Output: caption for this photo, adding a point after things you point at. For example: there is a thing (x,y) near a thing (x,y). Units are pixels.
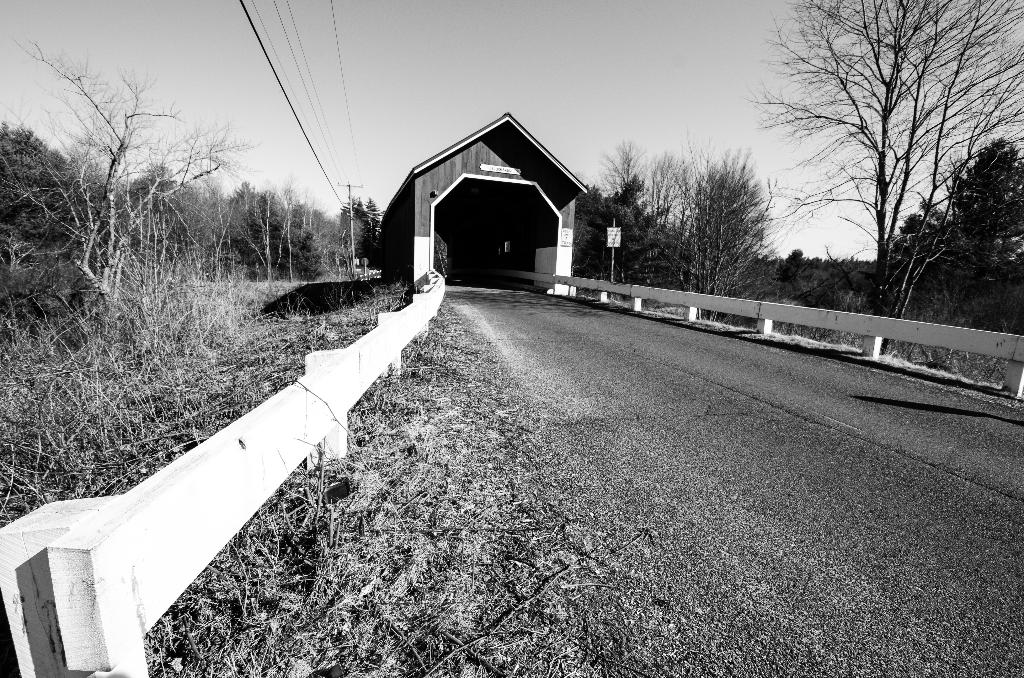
This is a black and white image. In this image we can see a covered bridge (505,286) with a roof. We can also see the pathway (823,432), fence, plants (498,476), a pole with some wires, a group of trees (626,231), a signboard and the sky (373,159).
